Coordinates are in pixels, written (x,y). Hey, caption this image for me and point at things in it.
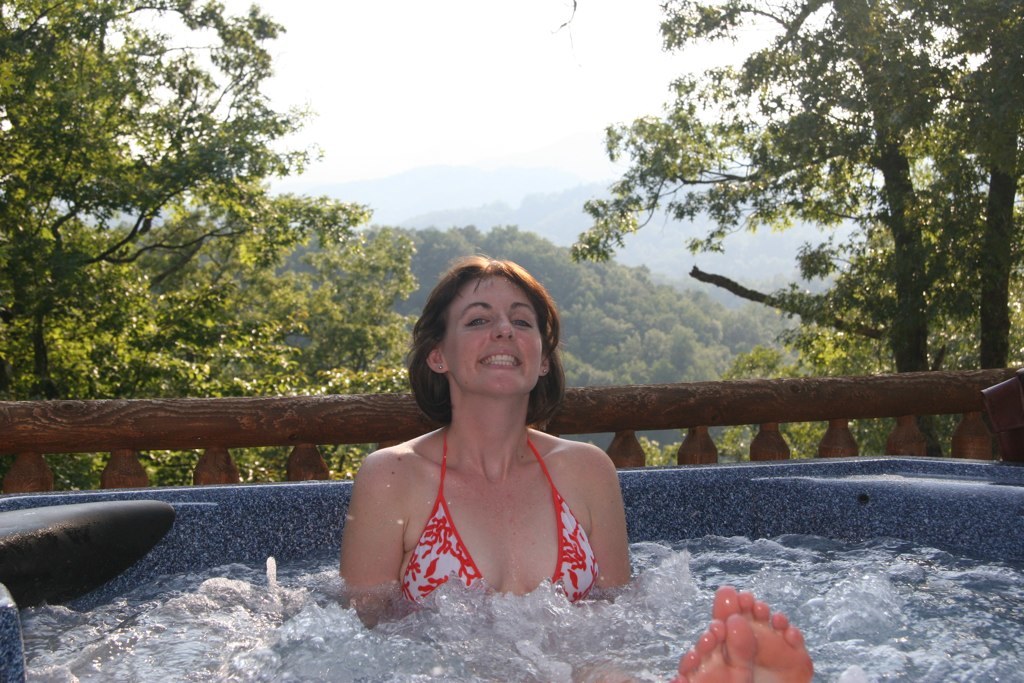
A woman (498,502) is smiling. Here we can see water (78,642) and fence (66,413). Background (960,272) there are trees (954,308) and sky (542,100).
